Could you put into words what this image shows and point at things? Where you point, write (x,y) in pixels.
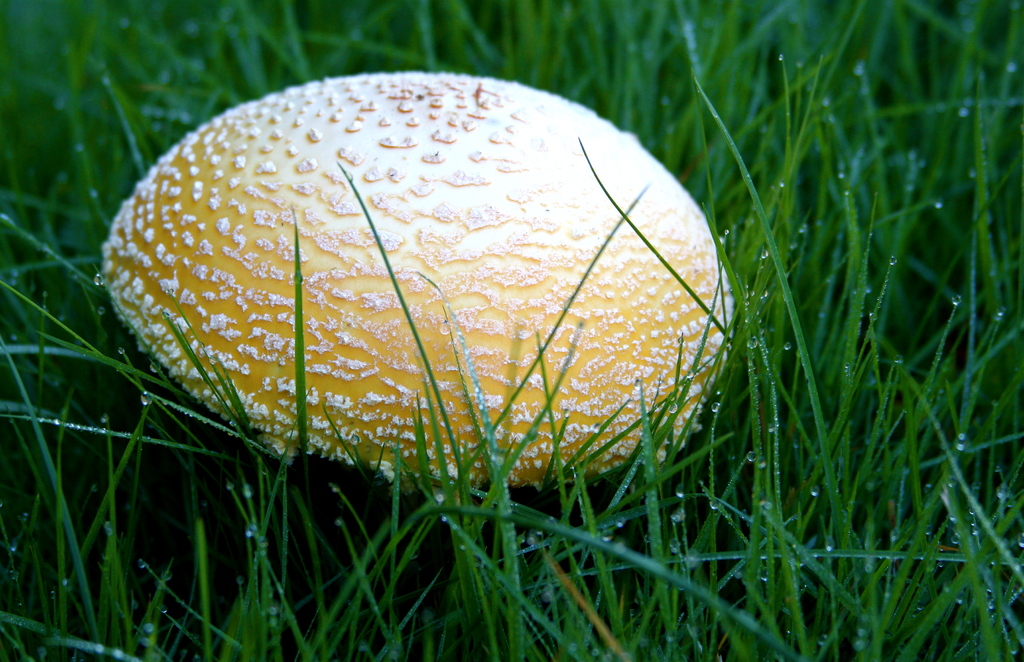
In this image, we can see a mushroom (497,340) and grasses (794,22) with water drops (465,441).
